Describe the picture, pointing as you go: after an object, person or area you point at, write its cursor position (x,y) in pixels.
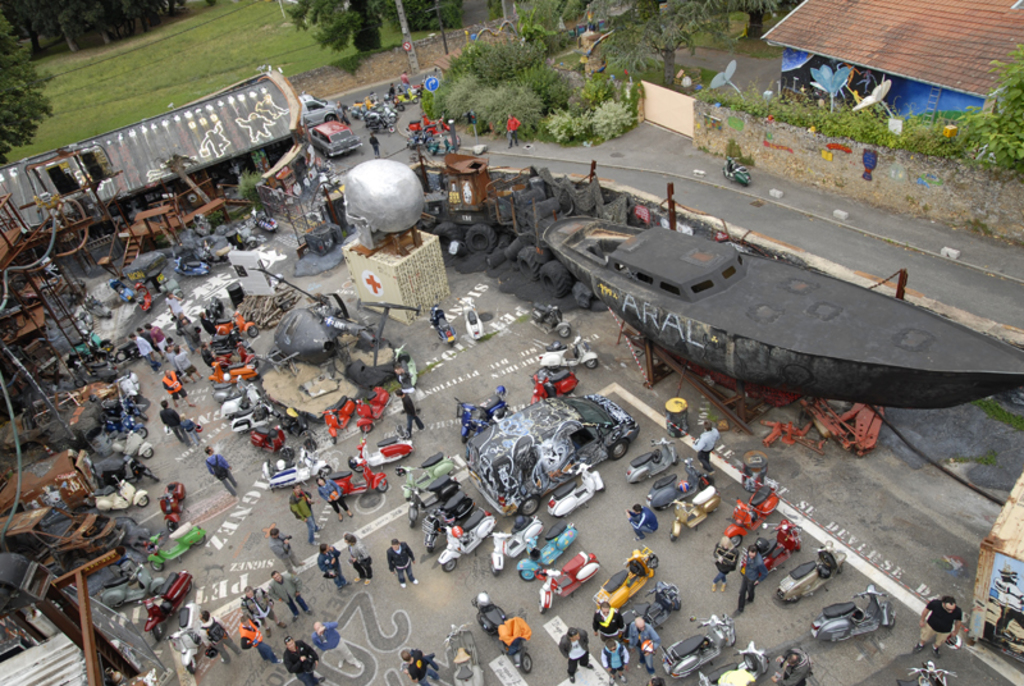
In this image I can see number of vehicles (573,430), number of people (209,448), few buildings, a sculpture (403,217), number of black colour things (658,292) and few brown colour things (23,324). On the top right side of the image (688,166) I can see a road (902,253), few more vehicles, number of plants (541,83) and few other things (817,77). On the top left side of the image (254,50) I can see an open grass ground (222,34), number of trees (5,7) and few blue colour sign boards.
